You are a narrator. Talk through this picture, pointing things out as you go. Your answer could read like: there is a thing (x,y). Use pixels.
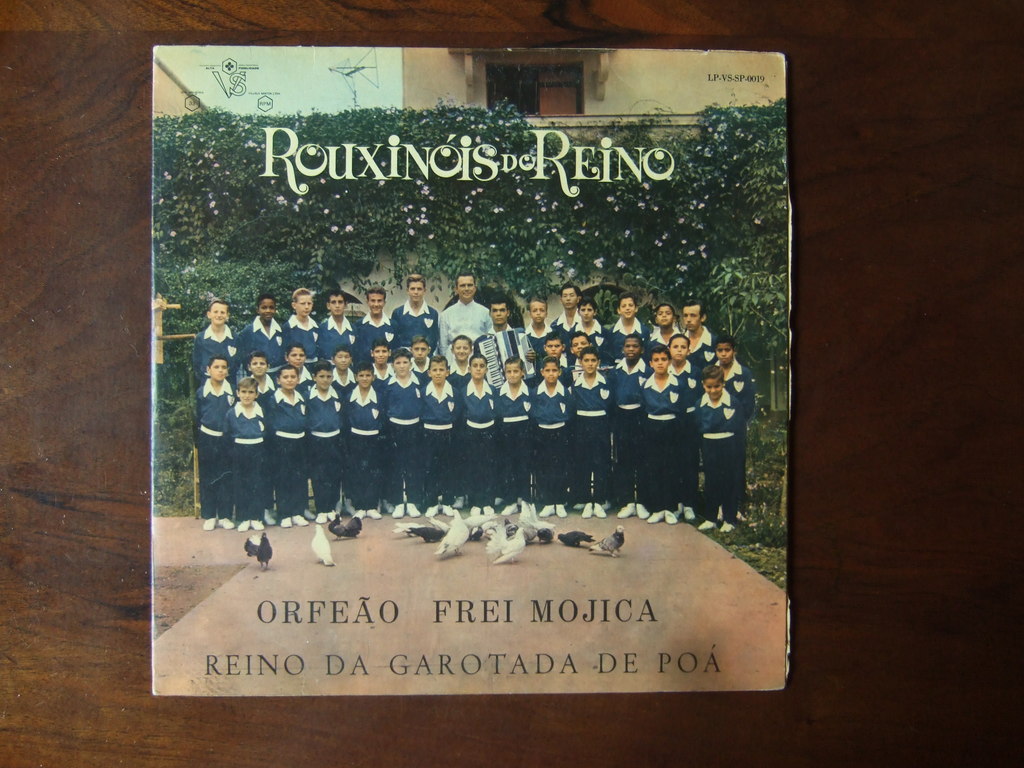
In this image there is a table (956,324), on that table (69,515) there is a photo (175,468), in that photo (557,650) there are people (493,412) standing, at the top (647,155) and bottom there are some text (341,616), in the background (707,207) there are trees (750,445).
